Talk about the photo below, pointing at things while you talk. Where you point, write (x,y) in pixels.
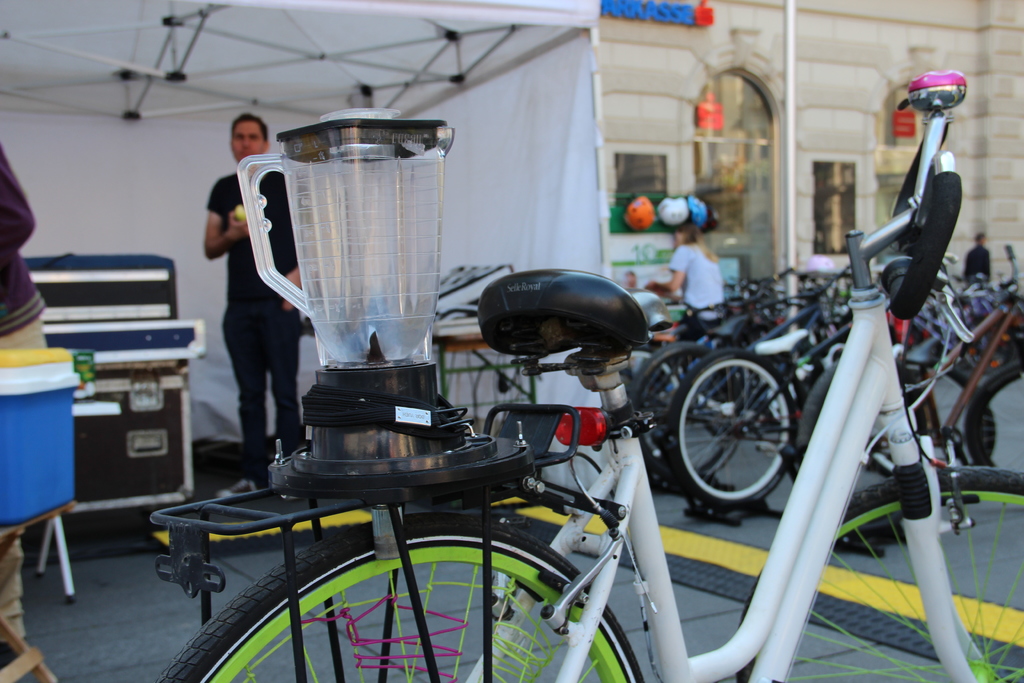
In this image, we can see a mixer grinder (388,252) on the cycle (516,484). There is a person (250,336) wearing clothes (232,298) and standing inside the tent (242,75). There are some boxes (124,307) on the left side of the image (174,465). There are some cycles (842,299) in front of the building (729,242).
